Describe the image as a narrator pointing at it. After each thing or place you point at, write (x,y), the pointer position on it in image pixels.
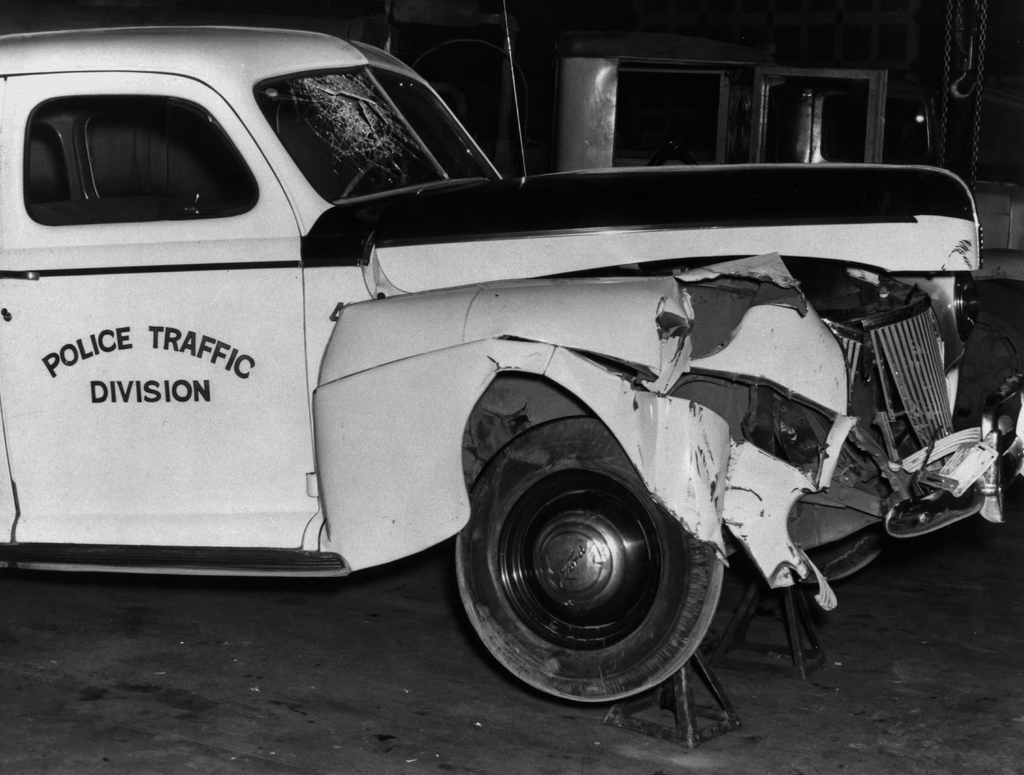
In this picture I can see a car (473,273), which is damaged and I see something is written and I can see the path (111,711). I see that this image is a bit in dark.
